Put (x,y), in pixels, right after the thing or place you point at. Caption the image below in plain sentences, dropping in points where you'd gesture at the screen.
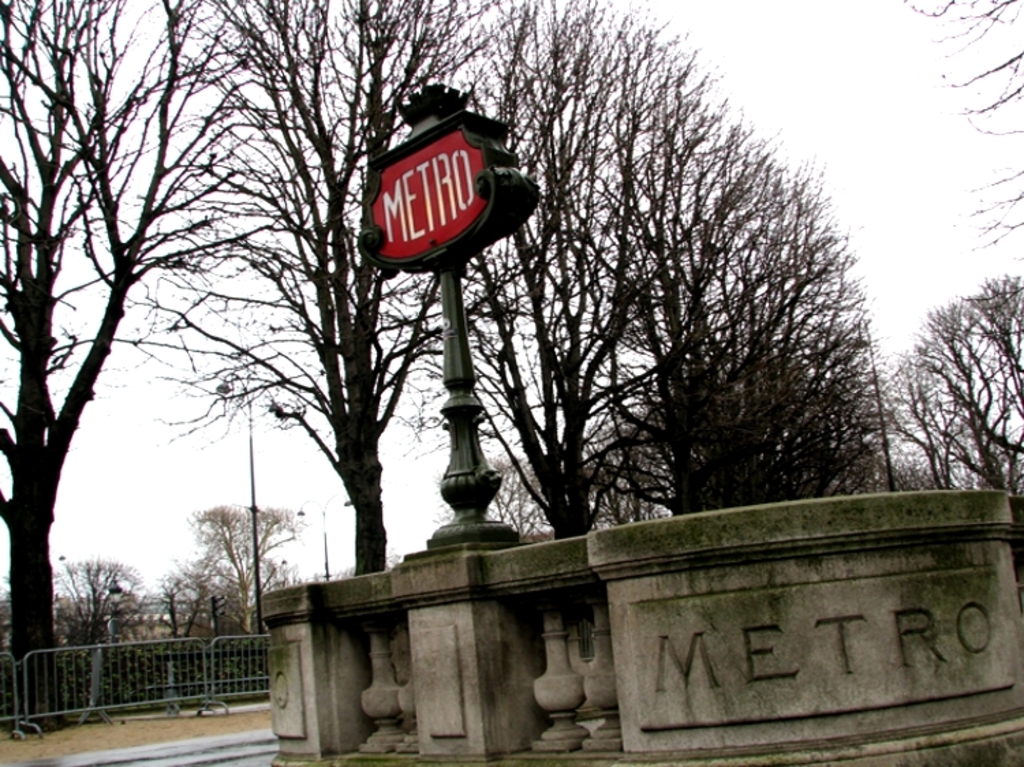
This image consists of many trees (359,338). On the left (150,667), we can see a fencing (205,666). At the top (842,124), there is the sky (905,109). In the front (505,199), we can see a board (473,178) along with a pole (456,491). At the bottom (683,680), we can see a wall like structure (662,671) made up of concrete (491,612) on which there is text (841,649).
